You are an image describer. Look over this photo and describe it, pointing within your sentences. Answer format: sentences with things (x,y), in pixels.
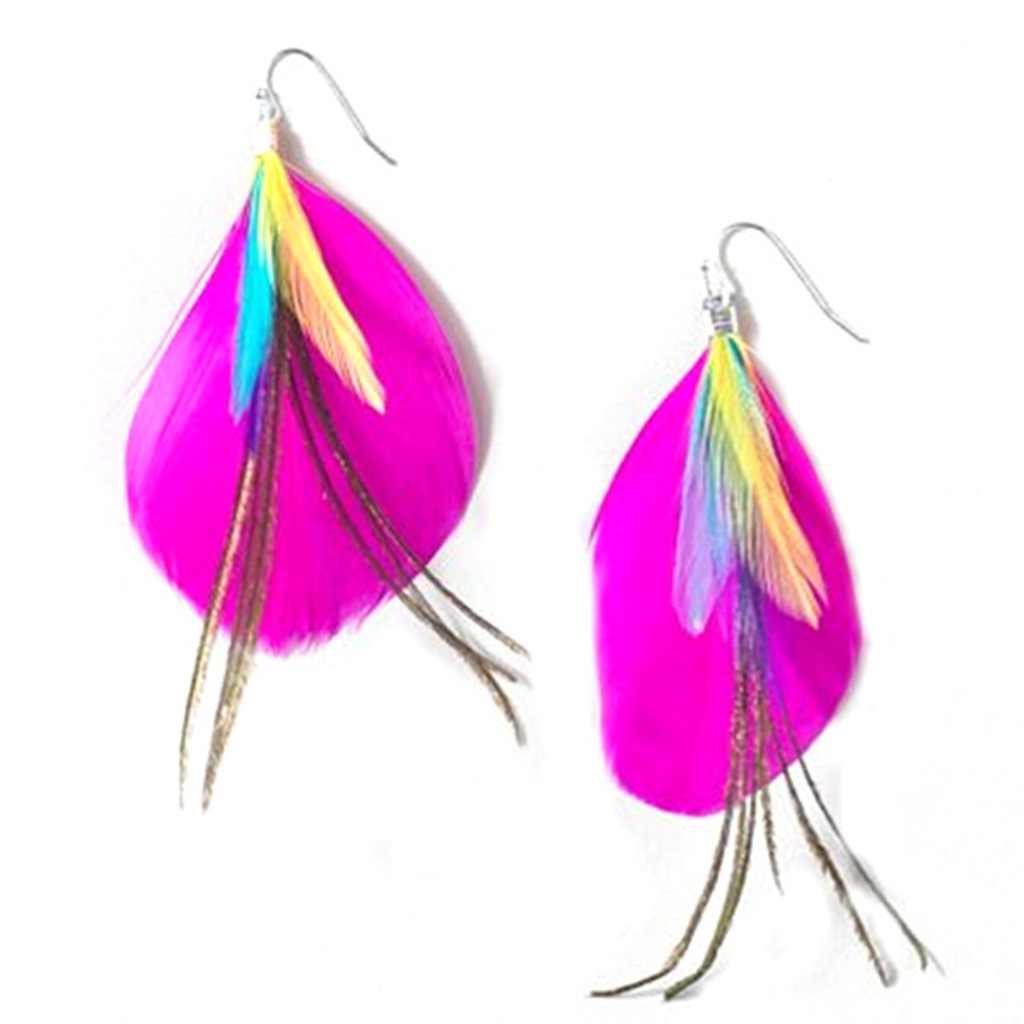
In this picture we can see earrings (249,510) and in the background (602,789) we can see white color.
